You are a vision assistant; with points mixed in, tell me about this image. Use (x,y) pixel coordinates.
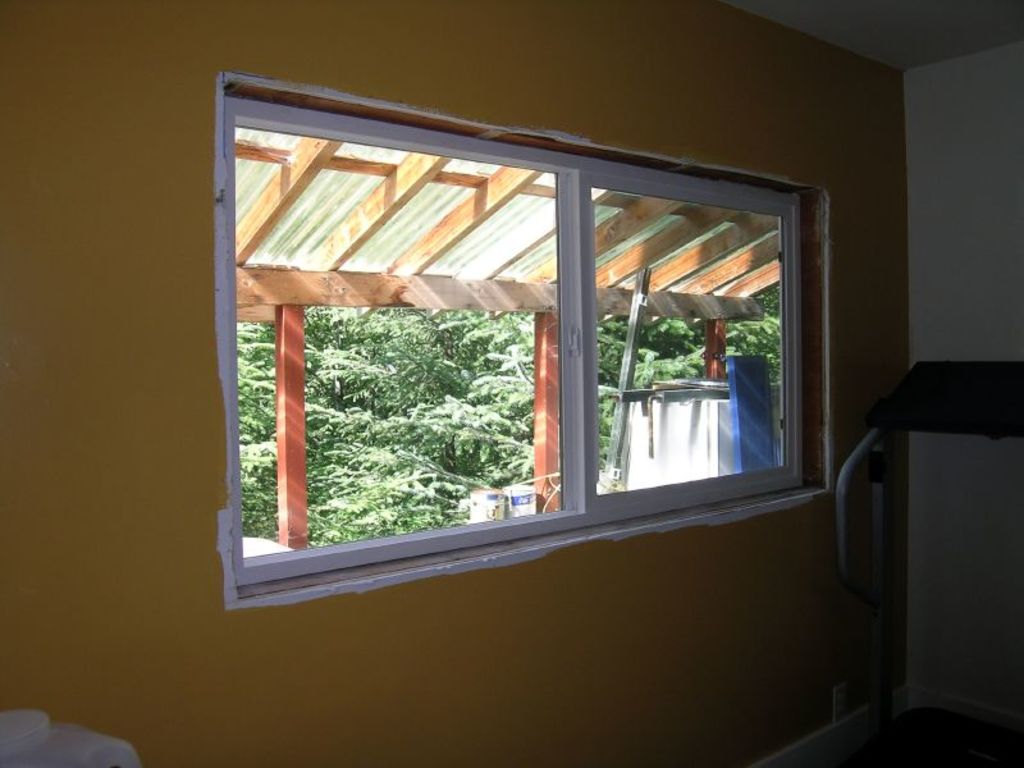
In this picture I can see a wall (36,77) with a window (560,409), there are some objects (74,734), there are pillars (300,419), and in the background (426,393) there are trees (362,424).
